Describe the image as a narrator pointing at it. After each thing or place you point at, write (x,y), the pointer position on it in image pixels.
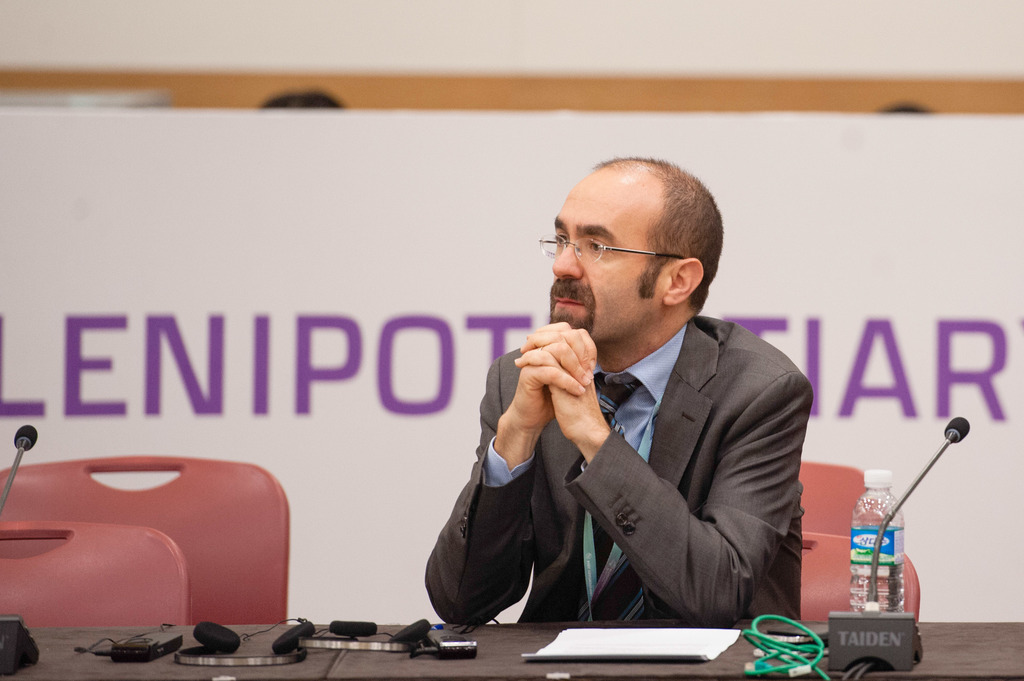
This picture shows a man (502,387) seated on the chair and we see couple of headsets (202,636) and papers (615,638) and couple of microphones (844,649) and a water bottle (861,547) on the table (969,660) and we see couple of chairs (241,566) on the side and a board (47,186) on the back (998,172) and we see man (589,252) wore spectacles (589,252) on his face (612,278).
